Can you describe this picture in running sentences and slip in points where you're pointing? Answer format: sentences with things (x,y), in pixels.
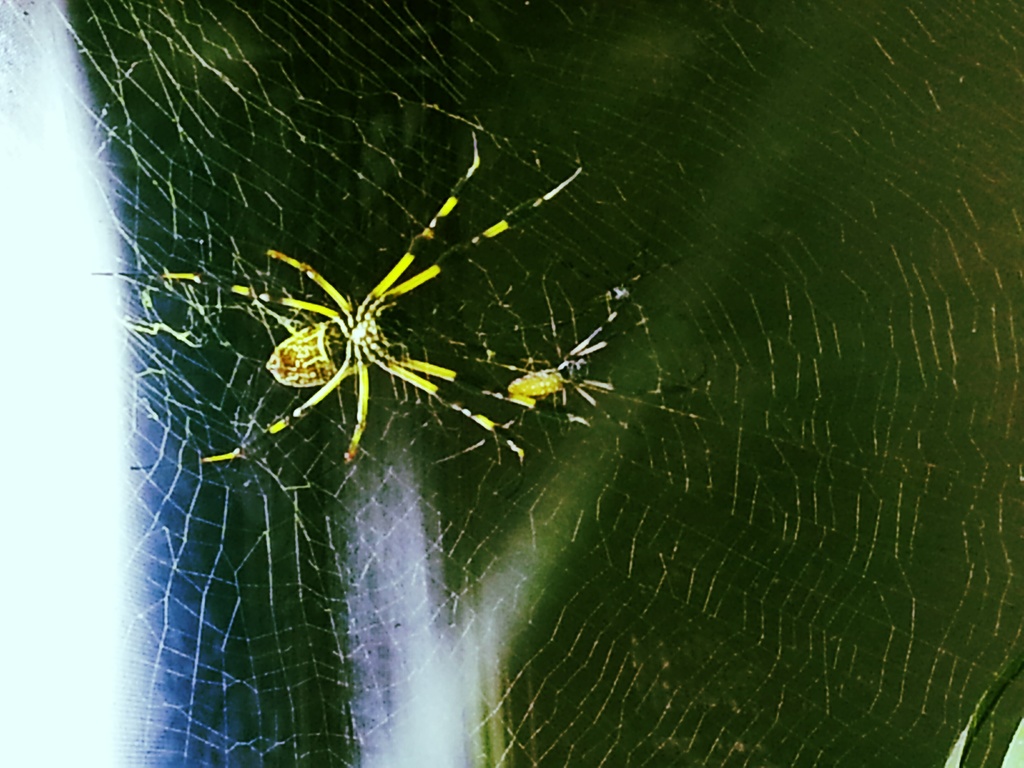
In this image I can see the spider (442,373) on the spider web (814,369), and the background (638,254) is blurry.
